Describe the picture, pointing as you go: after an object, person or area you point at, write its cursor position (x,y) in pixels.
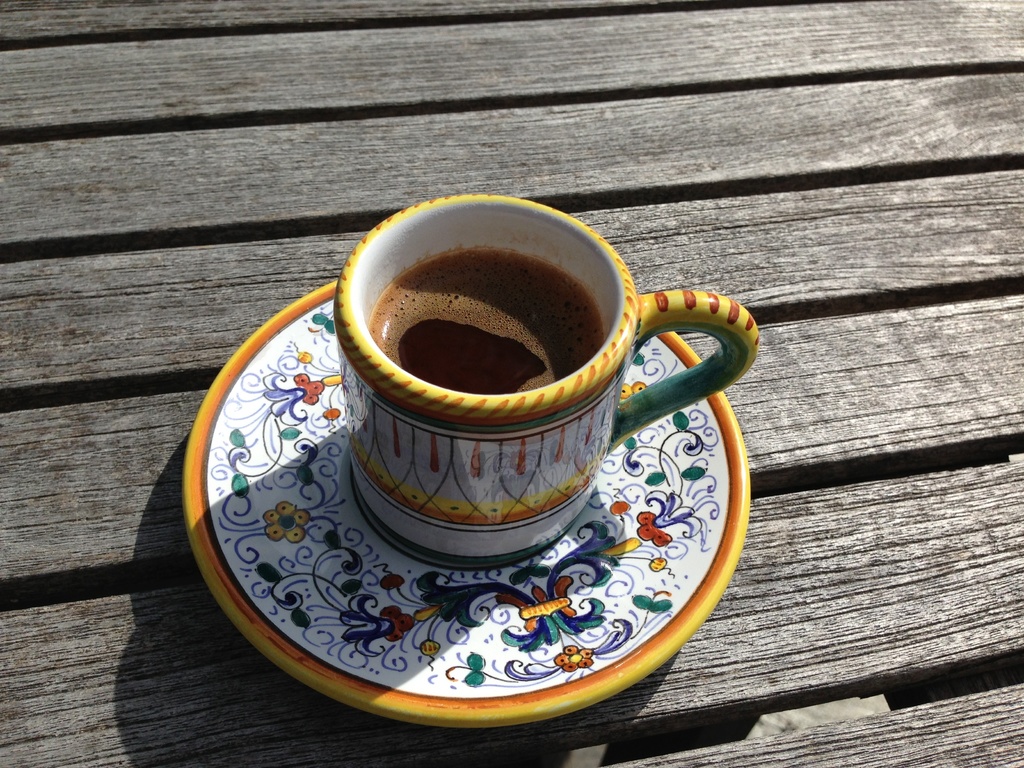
In this image on a table (176,580) there is a plate (483,612). On it there is a cup (466,335) of coffee (582,324). The plate (374,608) and cup (464,511) are having designs (477,515).
